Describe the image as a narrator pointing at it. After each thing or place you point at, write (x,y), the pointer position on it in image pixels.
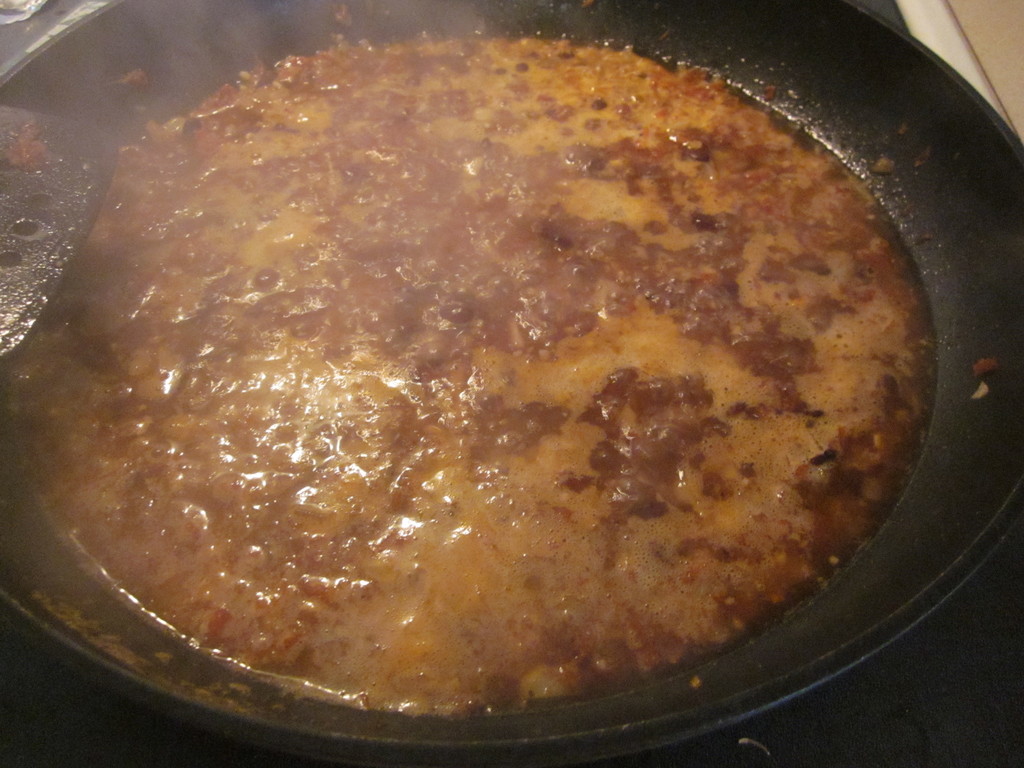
In this picture, we see the pan (603,16) containing the food (784,497). It might be placed on the gas stove (876,715). On the left side (78,190), we see the spoon (85,168).
